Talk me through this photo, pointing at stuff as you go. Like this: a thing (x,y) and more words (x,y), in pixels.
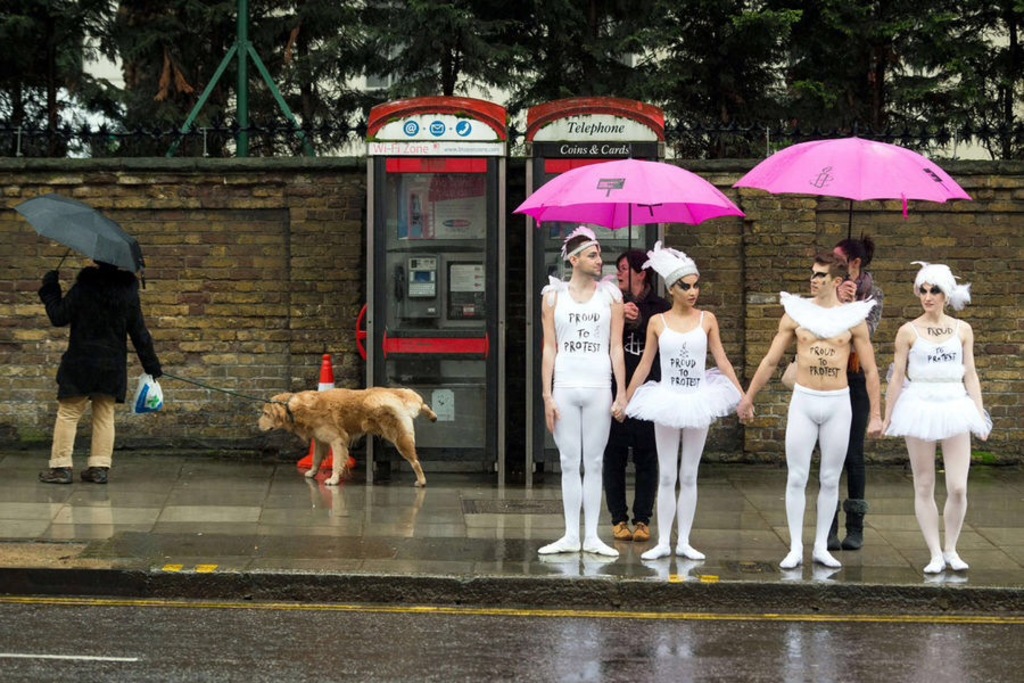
In the image I can see a place (975,29) where we have two telephone booths (451,284) and some people (680,338) with different costume (610,353) and behind them there are two other people (631,272) holding the umbrellas (630,226) and also I can see a dog (309,407) and a traffic cone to the side.
